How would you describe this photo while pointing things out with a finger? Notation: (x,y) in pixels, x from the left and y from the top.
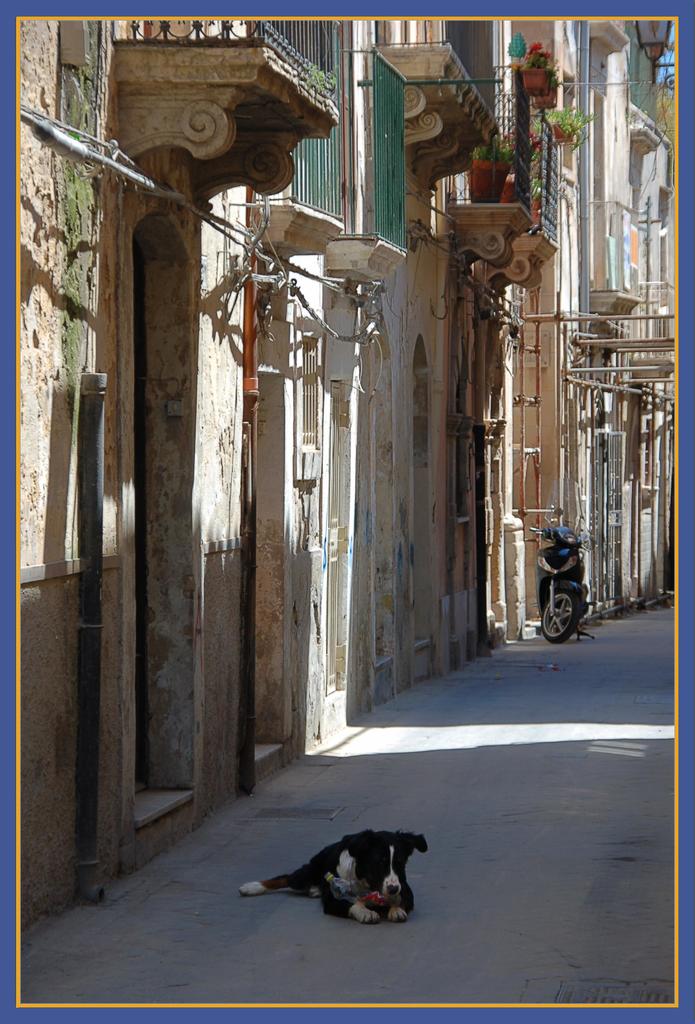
In this image we can see a dog (334,909) sitting on the road (537,750), there is a motorcycle (559,579), there are buildings (399,307), a light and plants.
